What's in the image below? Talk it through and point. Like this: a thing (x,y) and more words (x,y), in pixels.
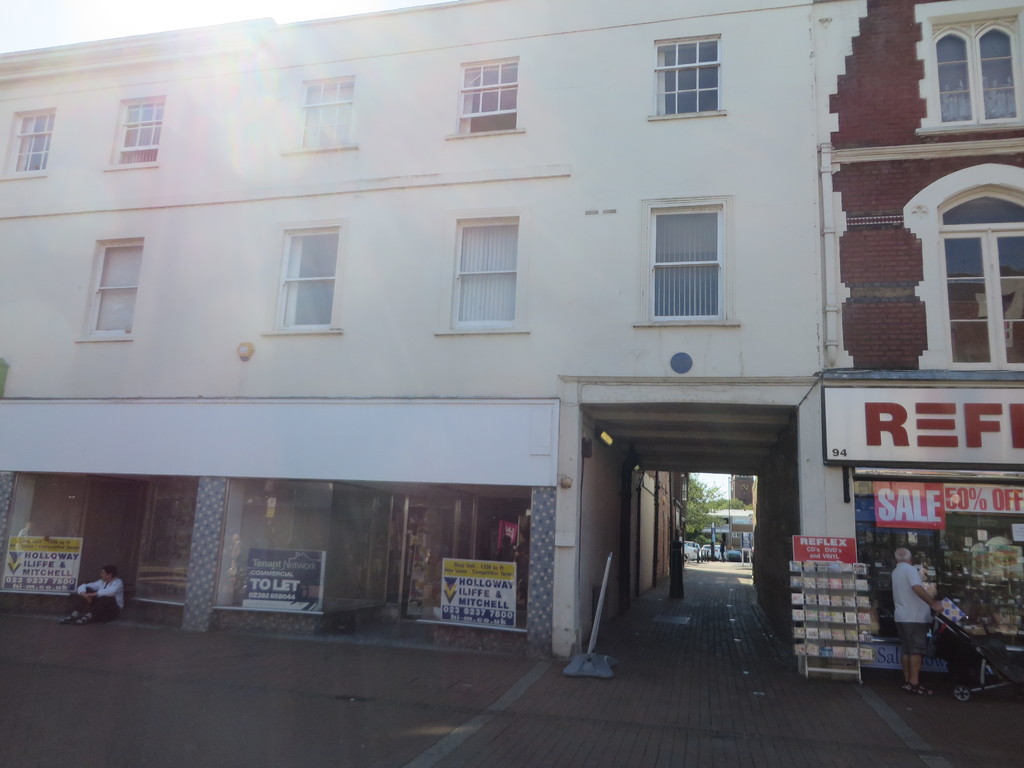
There is a road (124,723). In the background (944,674), there is a person (907,551) standing and holding a trolley (1023,680), there is a person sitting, there is a building (165,596) which is having glass windows (496,124), there are hoardings (485,589) and there is sky (55,19).
